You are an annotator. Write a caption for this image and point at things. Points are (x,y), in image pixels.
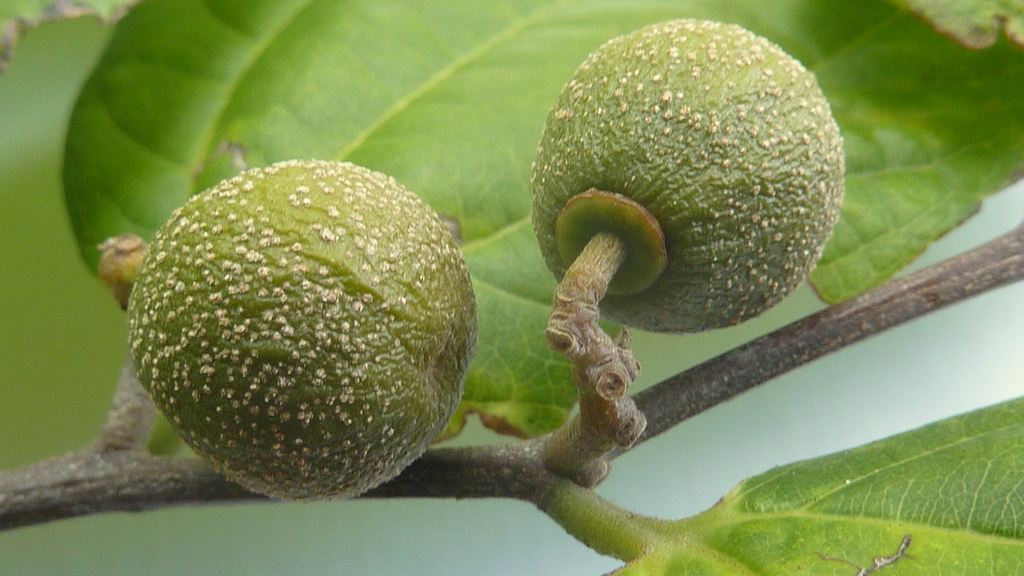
In this image there are some fruits (252,294) to the stem (27,508) of a plant (32,522).
